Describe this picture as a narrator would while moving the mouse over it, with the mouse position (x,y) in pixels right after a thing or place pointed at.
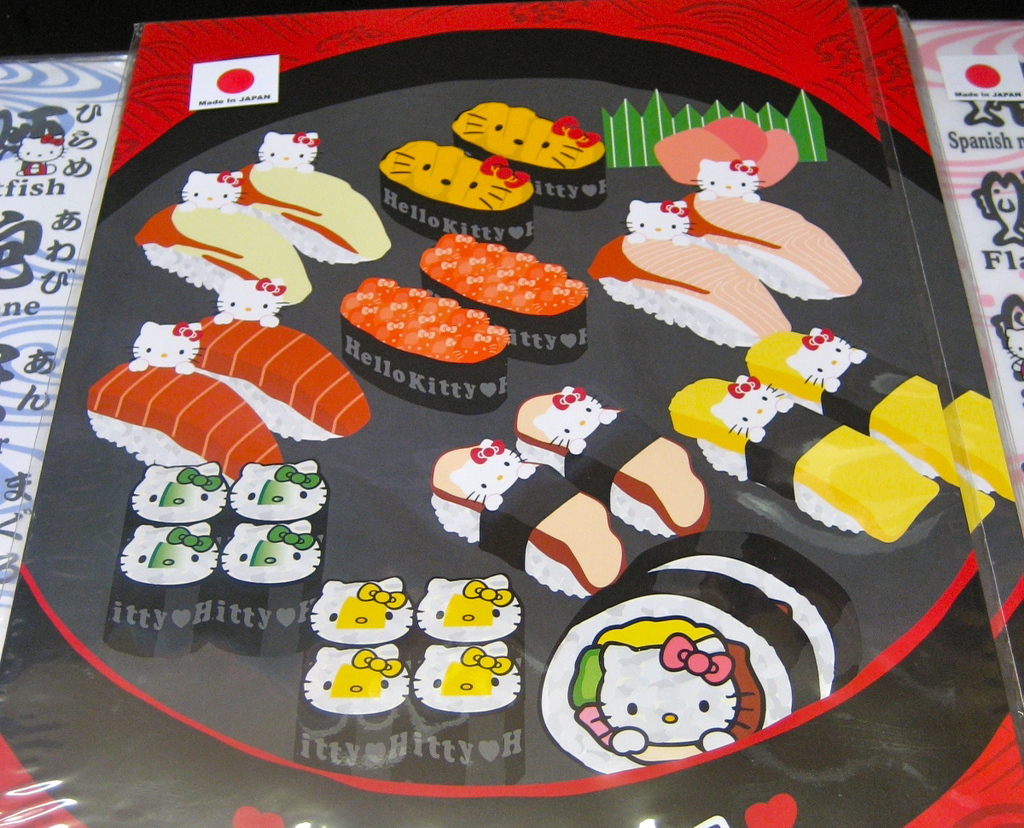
In the given image i can see a posters (617,285) in which i can see some food items (703,424).
